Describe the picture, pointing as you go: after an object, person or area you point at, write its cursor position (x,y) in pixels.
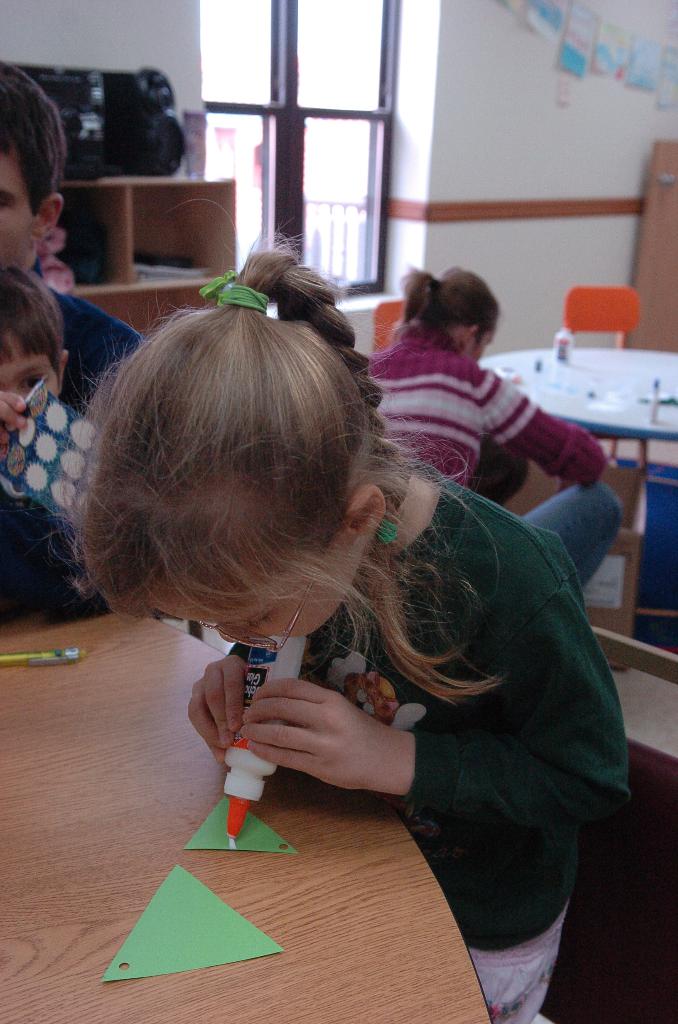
In this image we can see a girl (462,690) is standing and she is wearing green color t-shirt (491,742) and holding gum bottle (243,761) in her hand (270,722). In front of her table (118,901) is there. On table (60,674) paper (201,847) and pen (74,651) is there. Background of the image (474,423) one lady (470,394) and two boys (20,305) are there. We can see cupboard (156,219), table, chair (602,302), window (312,177), white color wall (502,200) and black color thing (133,100) in the background of the image (126,115).
